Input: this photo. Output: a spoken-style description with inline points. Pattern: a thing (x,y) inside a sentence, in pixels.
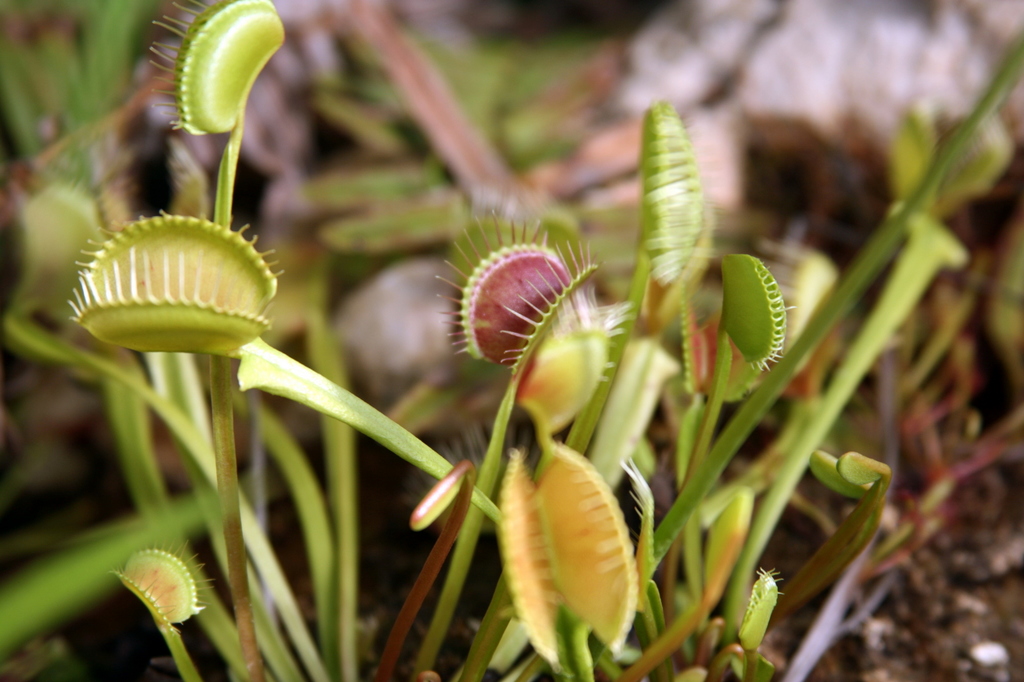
In this image I can see few plants (544,413) in green color.
